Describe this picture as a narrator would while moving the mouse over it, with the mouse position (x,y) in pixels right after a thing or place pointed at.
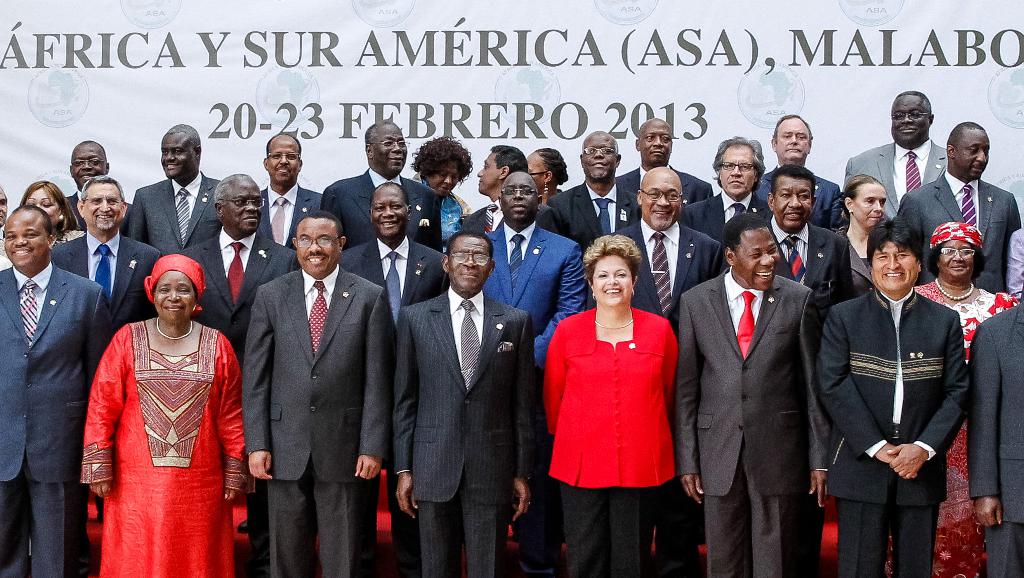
In this image we can see people (281,322) standing. In the background of the image (474,115) there is a banner (443,70) with some text (210,53).
